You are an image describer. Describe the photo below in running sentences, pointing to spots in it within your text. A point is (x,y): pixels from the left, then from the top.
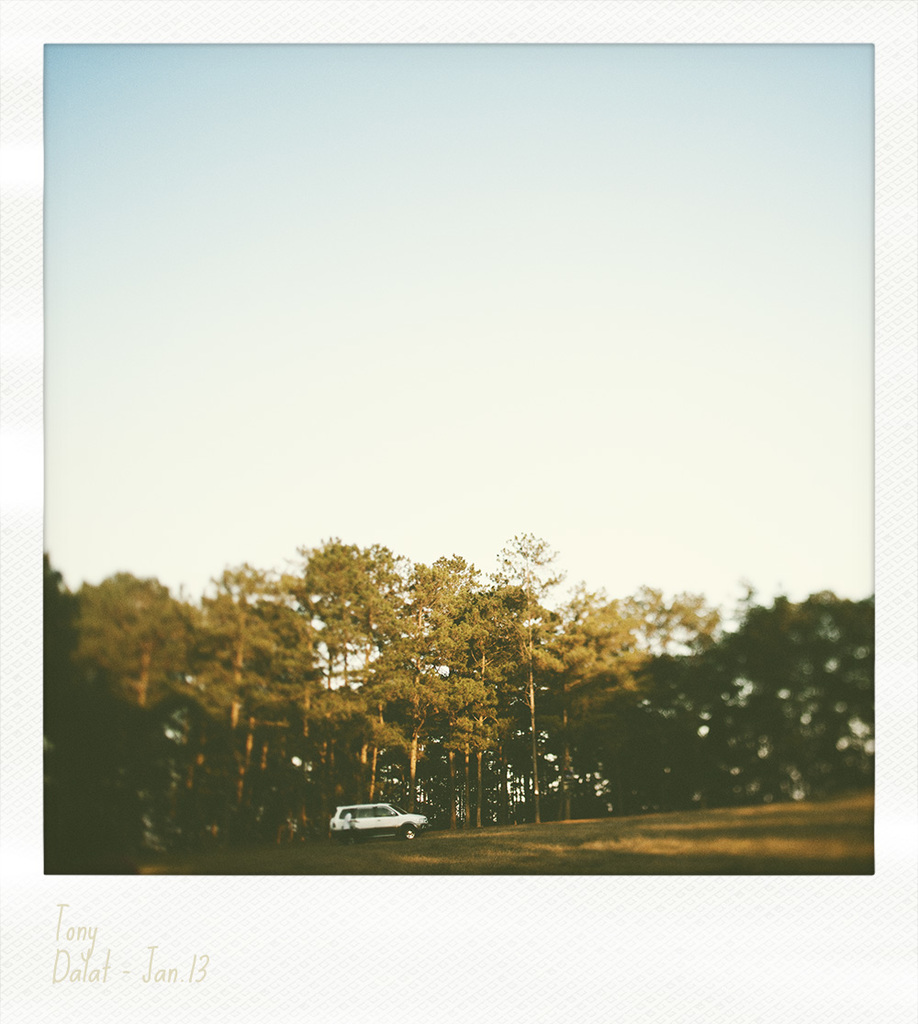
In this picture we can see vehicle (354,807), trees (370,673) and sky (371,353). Bottom of the image (149,968) there is a watermark (118,944).
